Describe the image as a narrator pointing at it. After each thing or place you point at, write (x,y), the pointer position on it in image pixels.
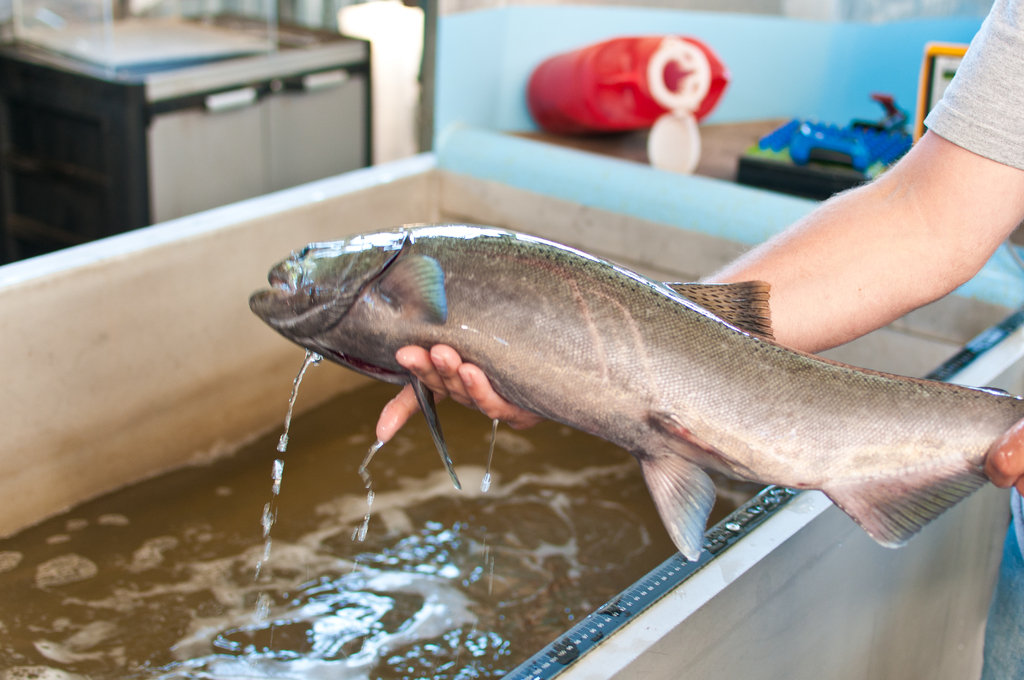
In this image we can see a person (920,153) standing and holding a fish (514,356) in the hands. In the background (687,150) there are objects (589,68) on the table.
